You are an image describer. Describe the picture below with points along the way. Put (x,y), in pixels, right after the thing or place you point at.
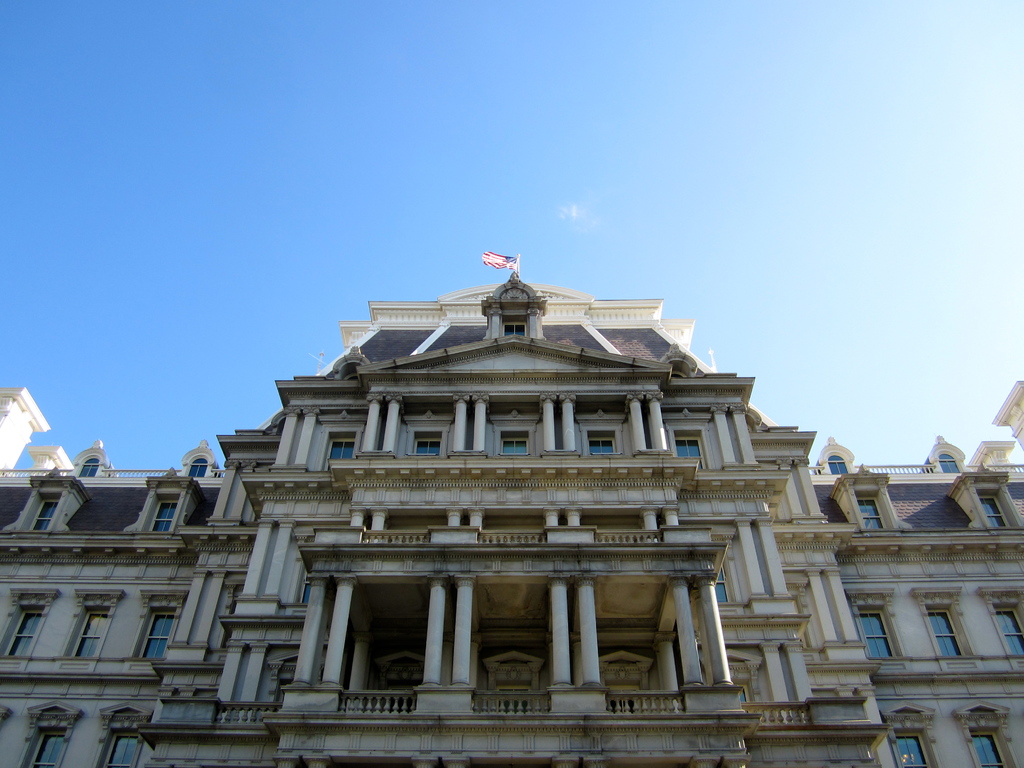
In this image I see a building (779,511) on which there are number of windows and I see a flag (494,257) over here which is of white, red and blue in color. In the background (174,316) I see the clear sky (689,266).
